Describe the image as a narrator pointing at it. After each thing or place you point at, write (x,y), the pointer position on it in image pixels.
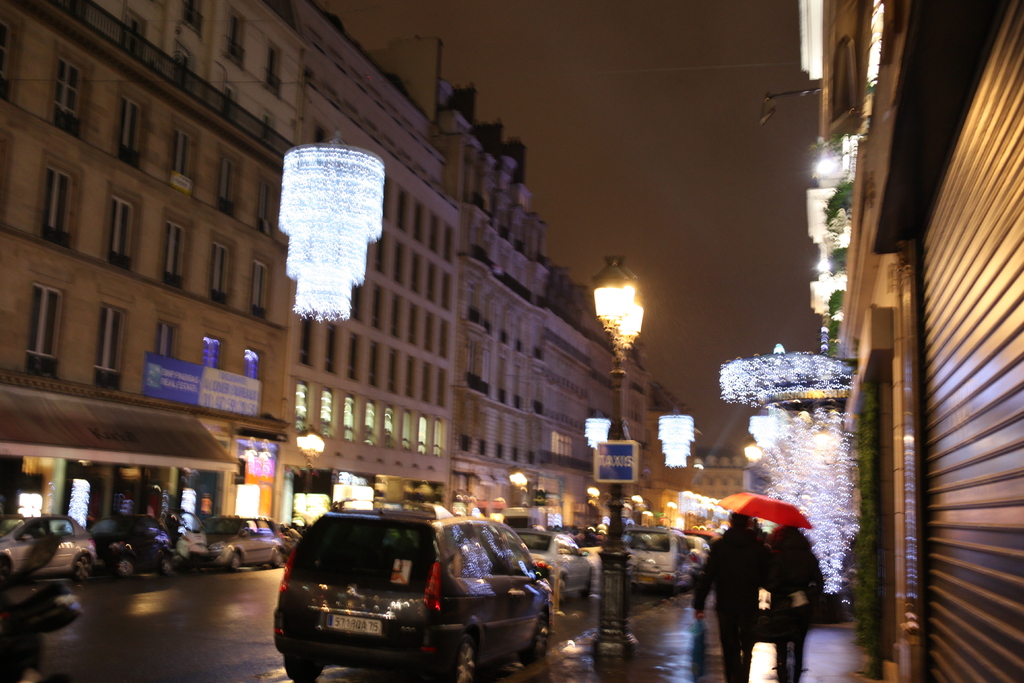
In the picture I can see the cars (373,511) on the road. I can see two persons (708,556) walking on the side of the road (712,651) on the right side (800,661) and looks like they are holding an umbrella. There are buildings (499,376) on both sides of the road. There is a shutter (969,415) on the right side (935,429). I can see the decorative crystal lights arrangement (311,303).
